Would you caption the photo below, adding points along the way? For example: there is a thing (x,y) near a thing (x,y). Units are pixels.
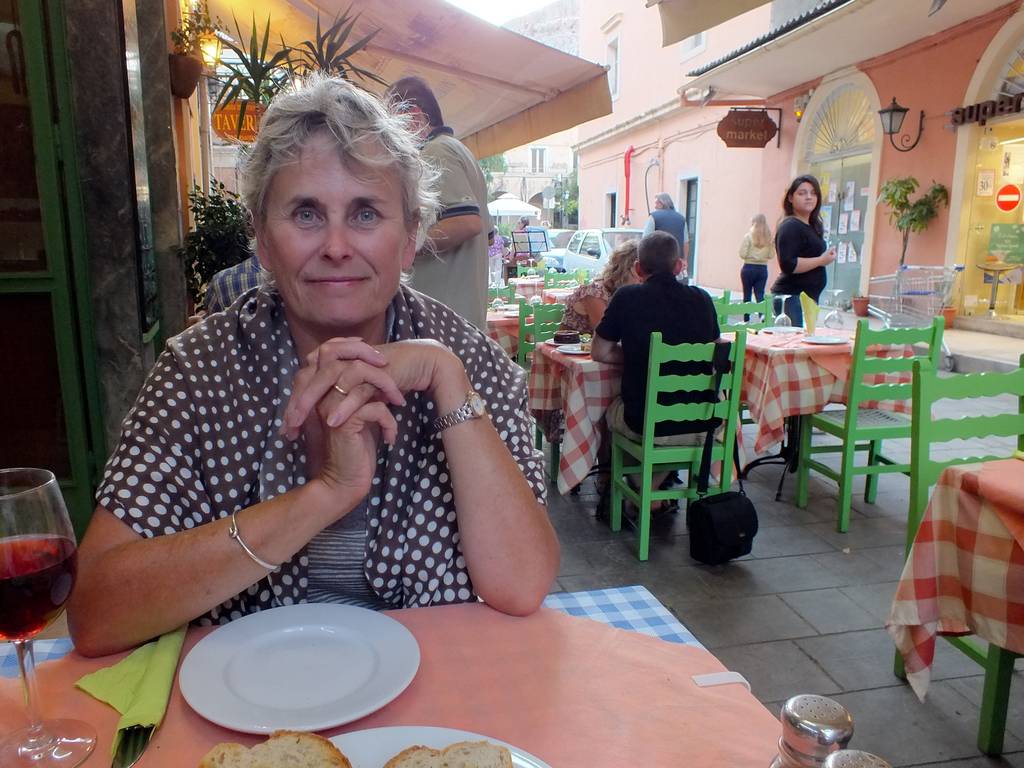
In this image we can see a woman (239,527) is sitting on the chair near the table (583,680). We can see a plate (326,673), bread (400,753), knife (130,737) and glass (68,599) with drink (70,594) on the table (372,725). In the background (616,407) we can see few more tables (783,375), chairs (890,392), persons (669,282), building (695,242) and a car (589,261).
